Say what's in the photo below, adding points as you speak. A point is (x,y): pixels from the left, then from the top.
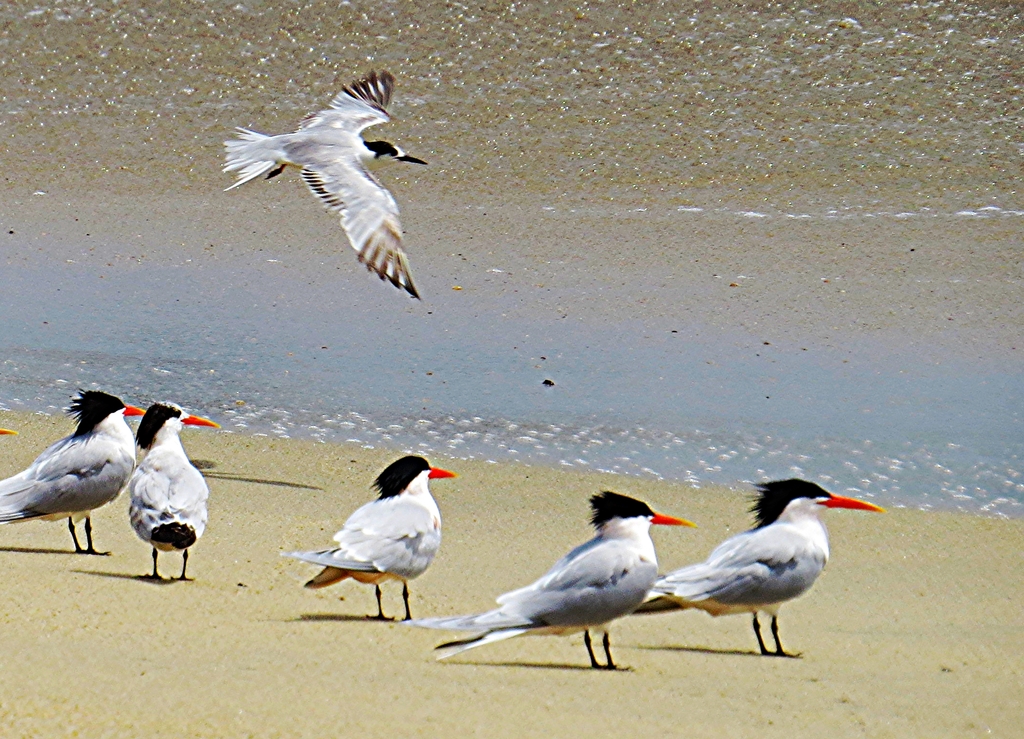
In this picture we can see a group of birds (275,153) where some are standing on the ground (210,737) and a bird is flying in the air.
